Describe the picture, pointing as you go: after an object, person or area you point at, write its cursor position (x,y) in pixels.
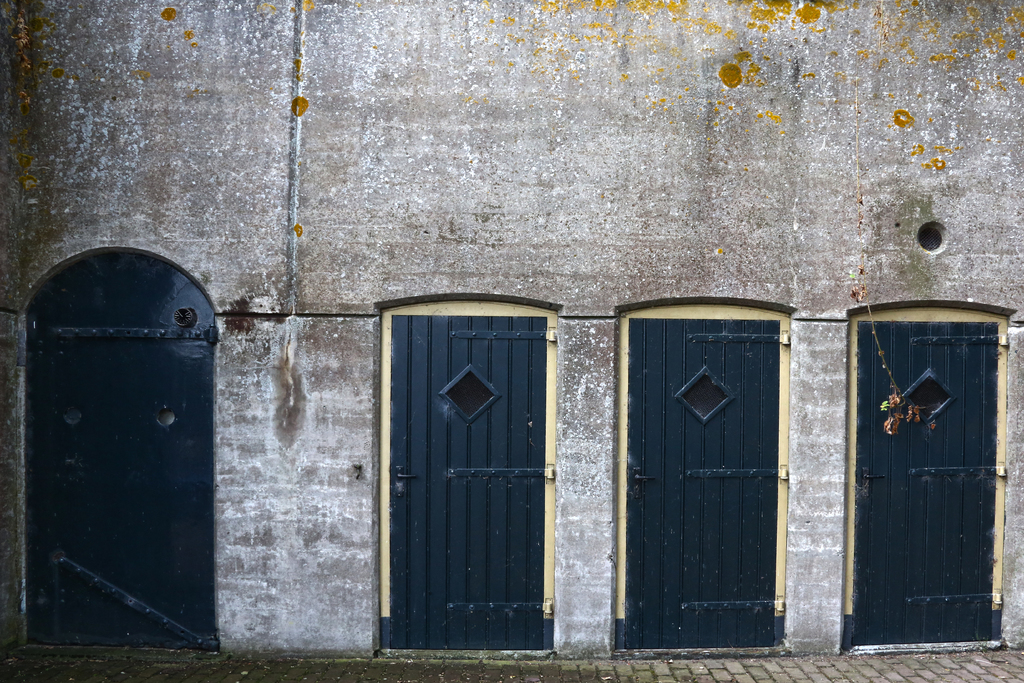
In this picture we can see few doors (496,340) and a wall (486,124).
